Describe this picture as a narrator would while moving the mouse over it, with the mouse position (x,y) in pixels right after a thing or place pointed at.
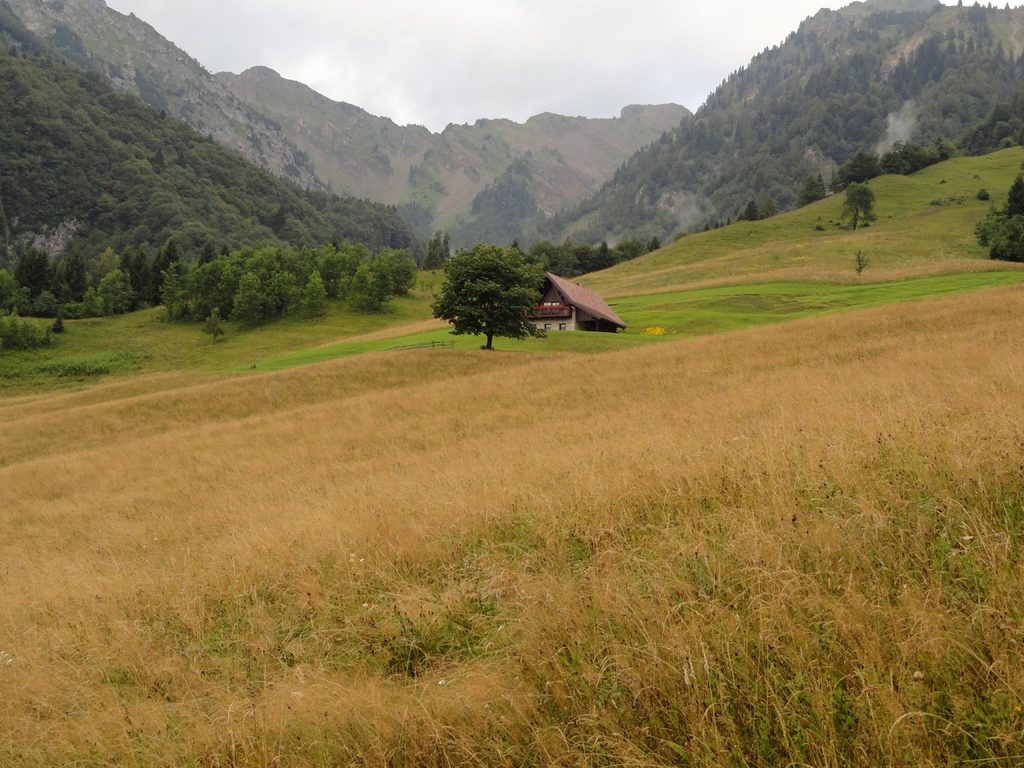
In this picture there is a house (599,300) and there are mountains (806,142) and trees (78,275). At the top (567,76) there is sky (505,76) and there are clouds (545,17). At the bottom (137,590) there is grass (450,514).
